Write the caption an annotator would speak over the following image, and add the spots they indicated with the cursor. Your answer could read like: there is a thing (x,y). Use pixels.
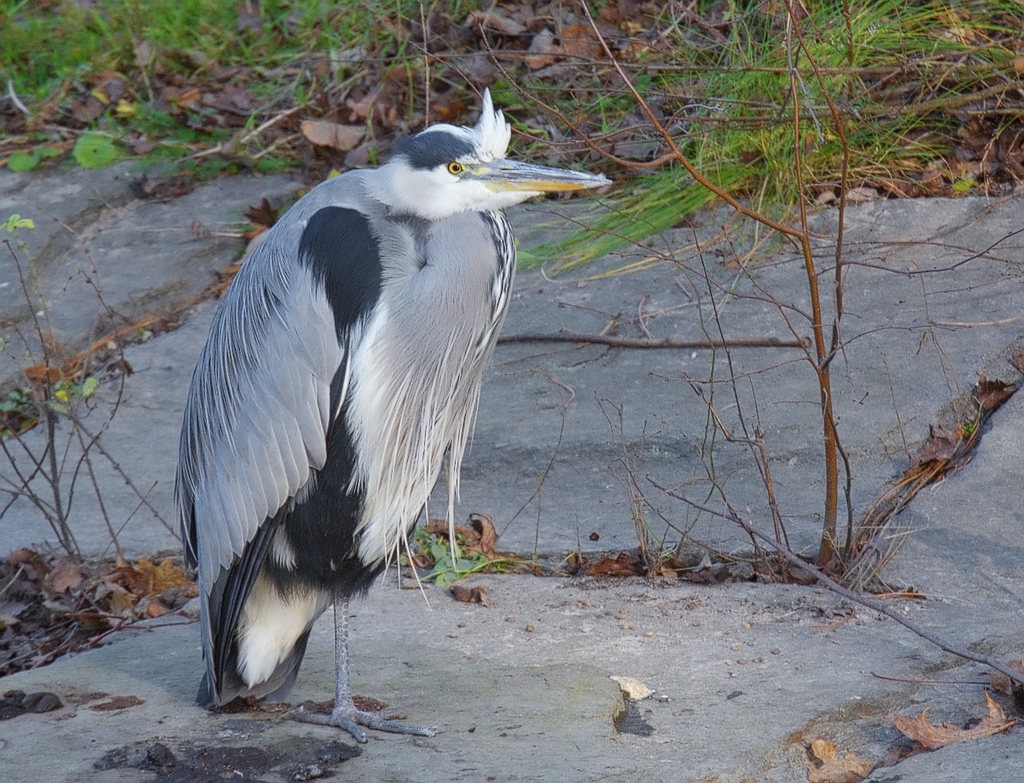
In this image there is a grey heron bird (258,383) standing on the rock (594,600), around the bird (321,341) there are dry leaves (433,101), dry sticks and grass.
